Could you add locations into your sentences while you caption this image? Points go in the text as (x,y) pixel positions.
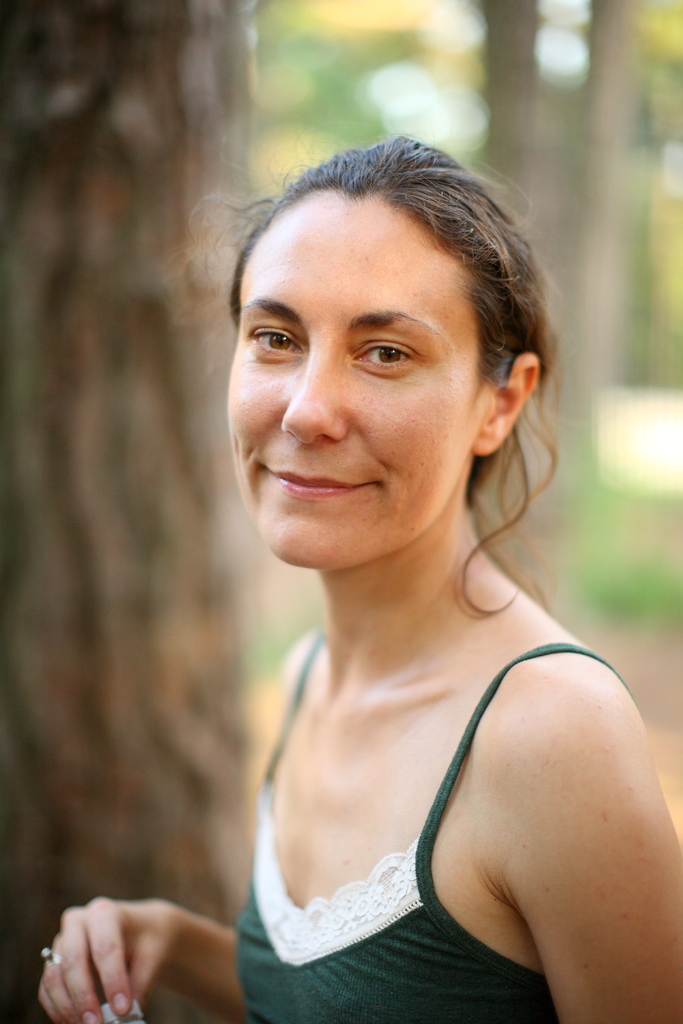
In this picture we can see a woman (247,937) smiling and in the background (200,635) we can see trees (96,132) and it is blurry.
